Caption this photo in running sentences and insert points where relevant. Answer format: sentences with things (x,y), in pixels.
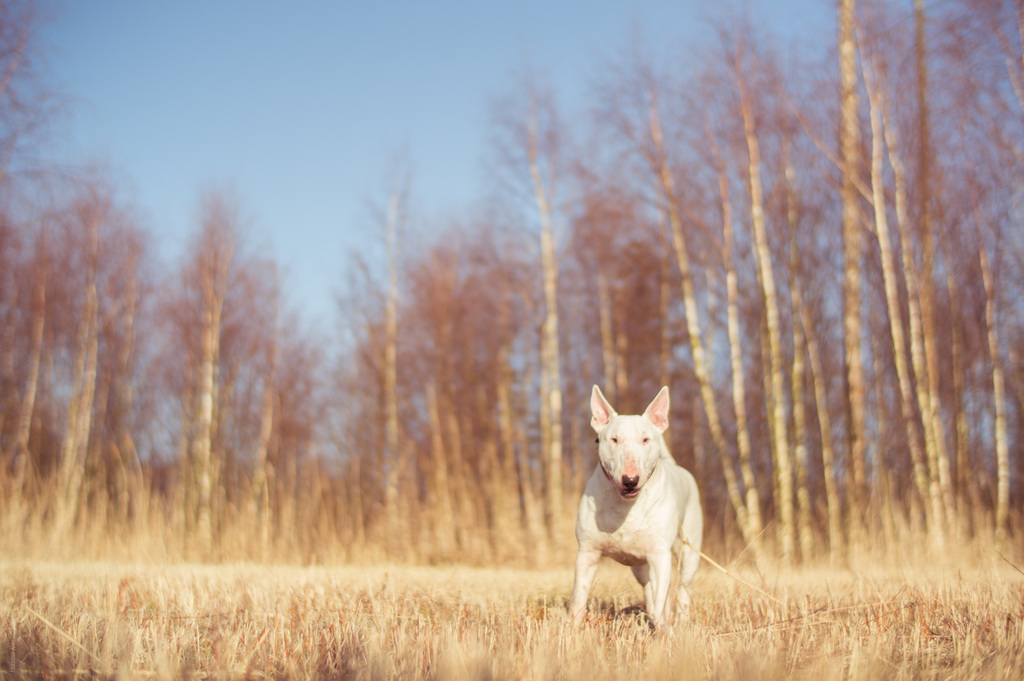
In this image I see a dog (579,523) which is of white in color and I see the grass (733,569). In the background (582,456) I see number of trees (608,283) and I see the blue sky (220,125).
